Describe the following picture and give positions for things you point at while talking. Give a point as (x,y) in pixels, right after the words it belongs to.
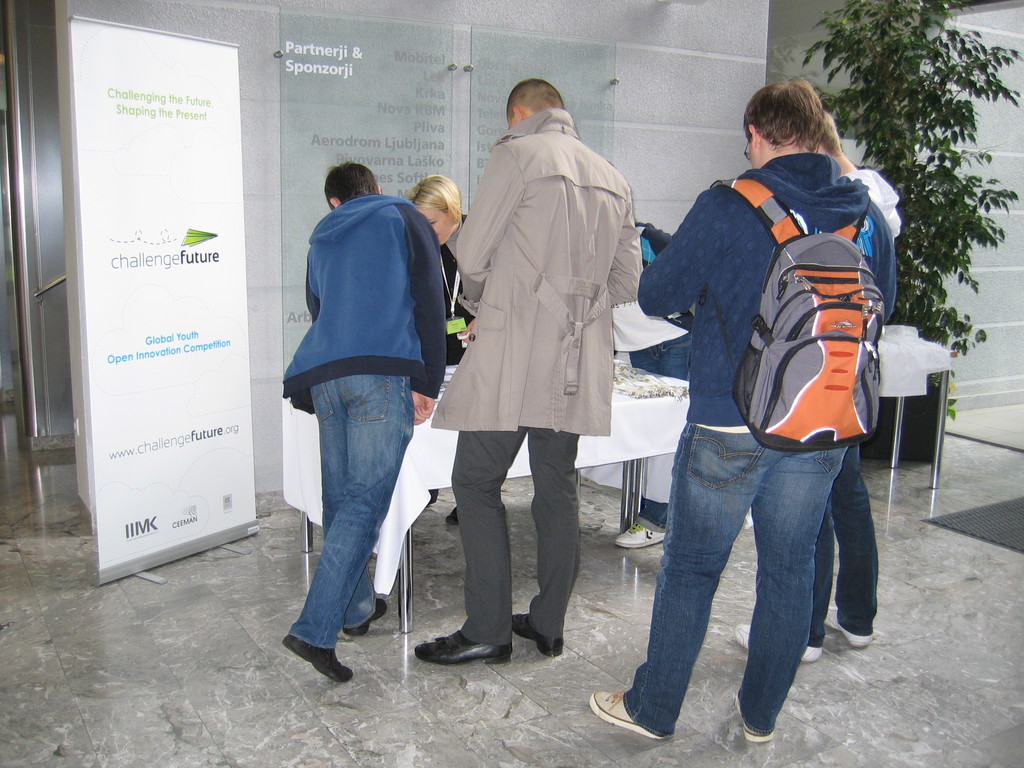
In the picture we can see four people (735,498) standing near the table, one man (695,516) is standing with bag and behind the table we can see a woman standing and on the table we can see white color cloth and in the background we can see a wall (568,11) with two glass boards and beside it we can see a banner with a advertisement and on the other side of the wall (994,374) we can see a plant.
